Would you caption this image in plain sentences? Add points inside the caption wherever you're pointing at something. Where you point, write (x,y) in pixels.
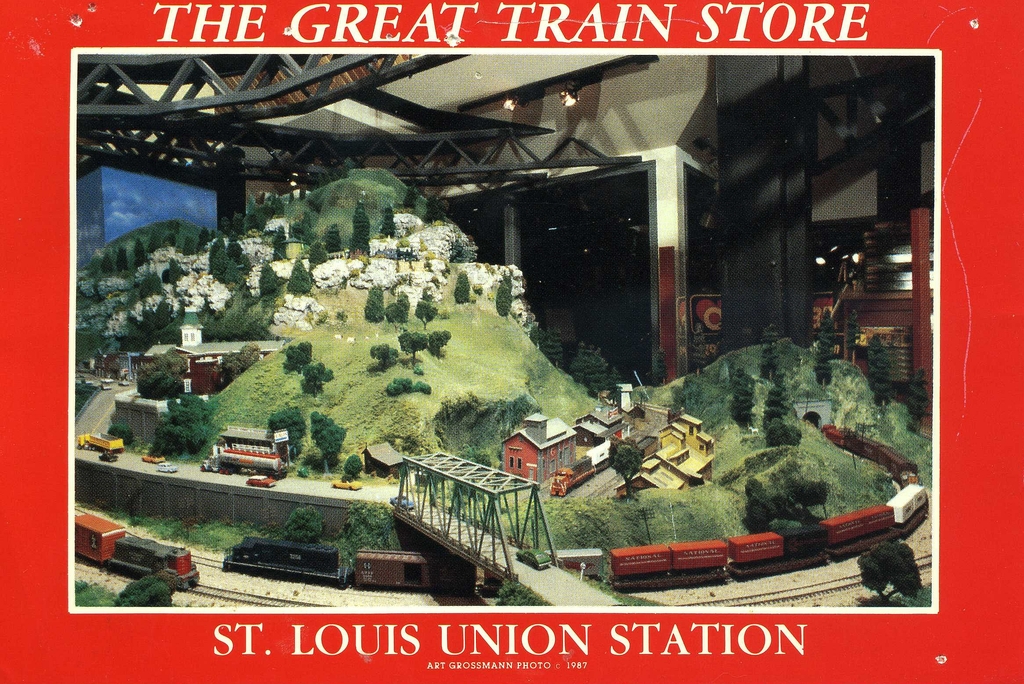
In the image I can see a poster (556,488) in which there is train (406,558), bridge (485,559), truss (486,481), plants (555,517), houses (563,442), hills (500,373) and some other things (525,194) around.
